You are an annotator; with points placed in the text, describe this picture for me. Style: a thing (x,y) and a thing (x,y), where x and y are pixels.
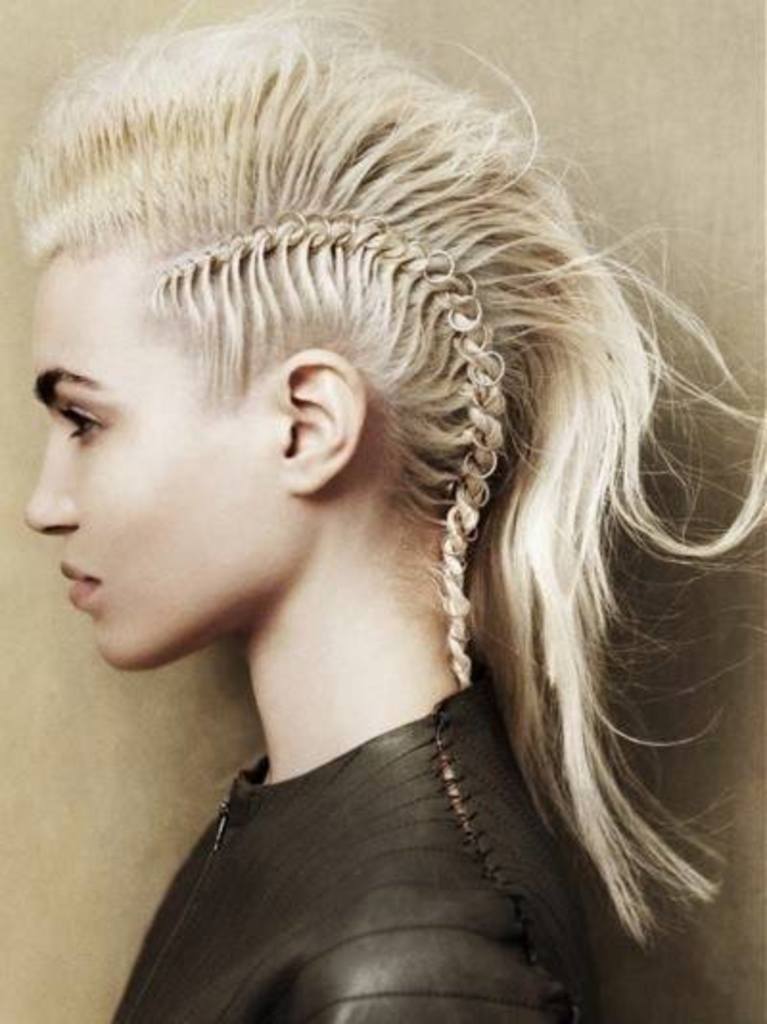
In this picture there is a woman (277,784) wearing a black jacket (231,845). In the background (681,254) it is wall (62,789).
